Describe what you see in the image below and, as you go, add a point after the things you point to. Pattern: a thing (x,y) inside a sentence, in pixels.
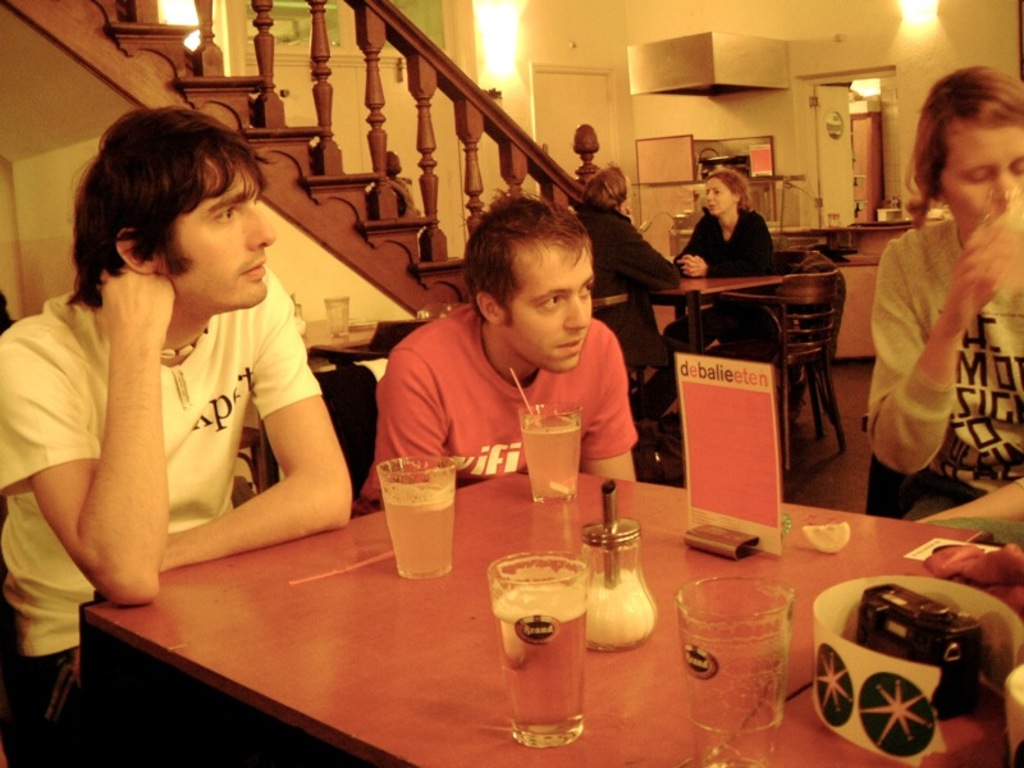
In the image in the center (514,288) we can see one man (440,356) sitting on the chair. On the left side (116,303) we can see man (200,393) sitting on the chair (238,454). On the right side (971,357) we can see some person (952,410) sitting on the chair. Coming to the back ground (679,202) we can see steps (373,180), wall (609,49) and some persons (617,247) sitting on the chair (791,303). In front (701,578) we can see some table (665,658) on table (644,663) we can see some objects (629,598).
